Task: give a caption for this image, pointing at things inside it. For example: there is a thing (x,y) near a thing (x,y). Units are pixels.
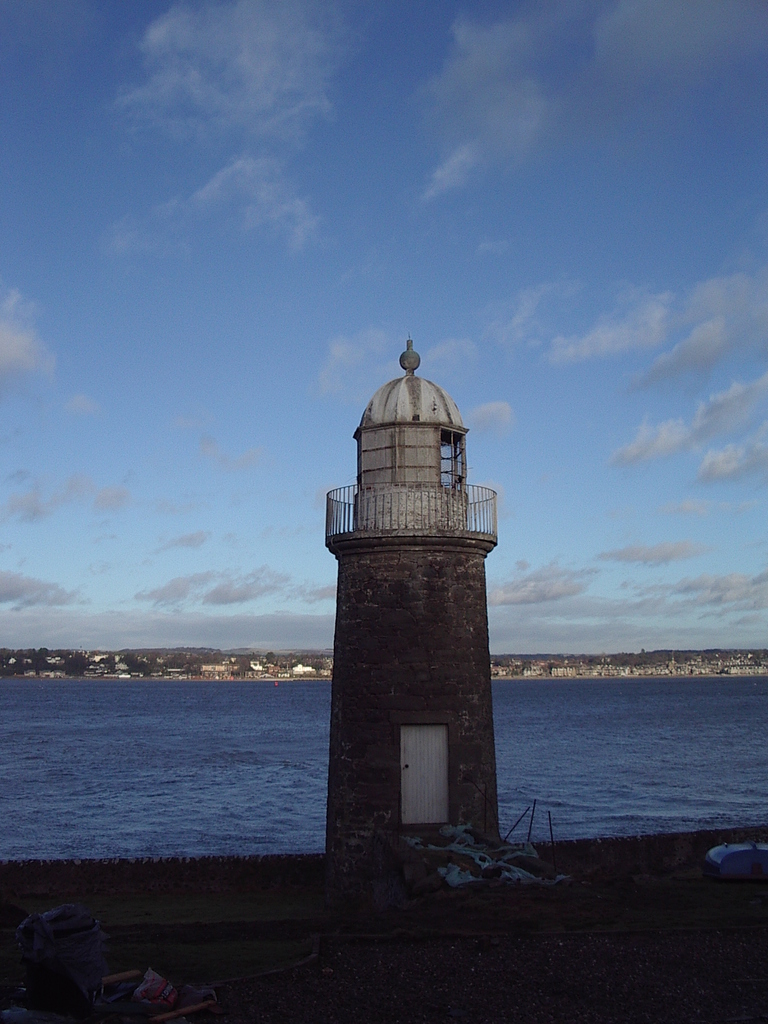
In this image, we can see a lighthouse (430,736), door (421,742), railing (426,514) and walls (443,628). At the bottom of the image (183,1009), we can see few objects (3,1011). Background (229,798) we can see the water (92,764), houses (673,670), trees (10,652) and sky (586,454).
